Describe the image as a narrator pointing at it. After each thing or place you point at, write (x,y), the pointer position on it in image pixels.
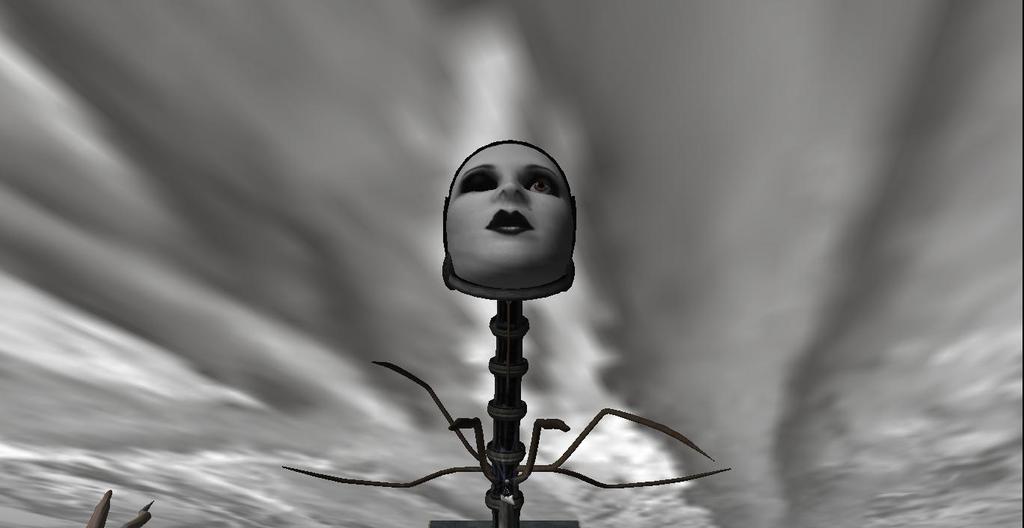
In this image, we can see an object (497,365). In the background (152,288), we can see a sky (600,231) which is cloudy.
